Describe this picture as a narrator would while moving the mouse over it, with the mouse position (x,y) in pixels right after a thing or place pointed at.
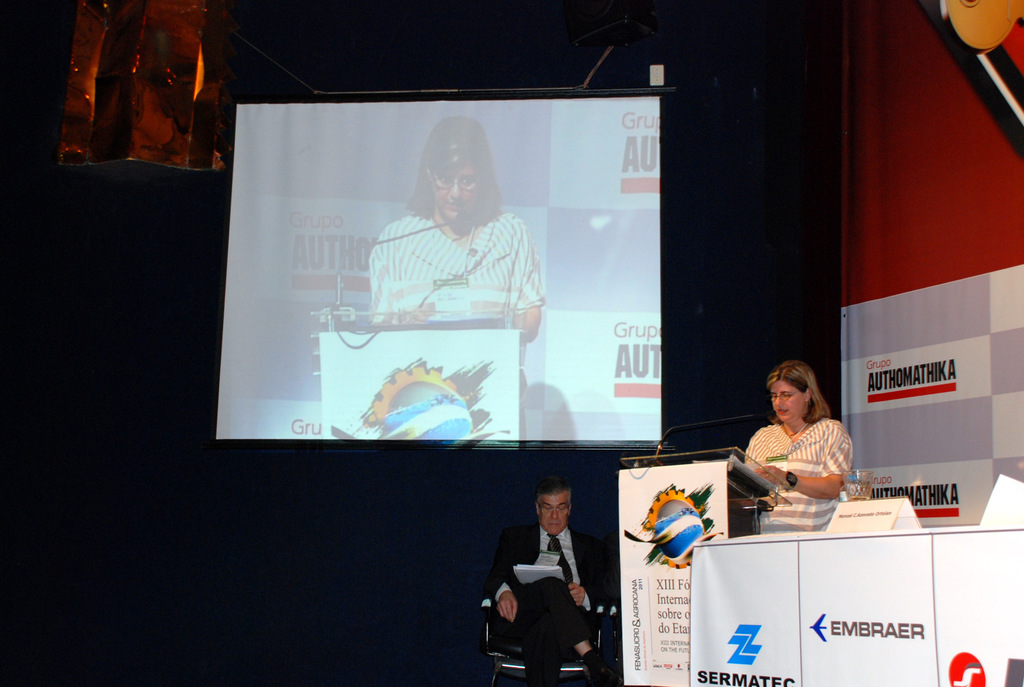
In this image there are persons (572,570) sitting and standing. The man (548,611) in the center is sitting on a chair (513,638) and is looking at the papers (549,569) which is on his lap (544,584). On the right side (802,450) there is a woman (816,461) standing. In front of the woman (812,447) there is a podium (708,488) and a mic (775,417) and there are banners (957,545) with some text (649,581) written on it. In the center (496,374), on the top (404,228) there is a screen (417,287) and in the background (290,514) there is a blue colour curtain (432,530).
